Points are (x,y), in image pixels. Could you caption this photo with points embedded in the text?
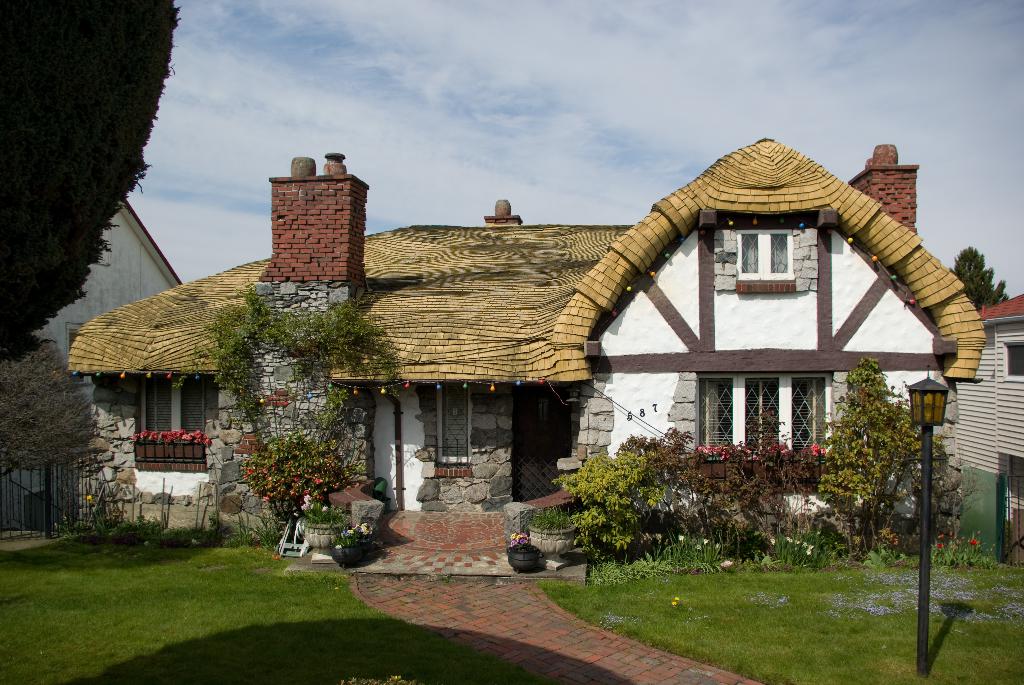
In this image we can see a building (203,293) with windows (448,393). In front of the building (103,437) there are plants (726,504). Also there are pots (357,551) with plants (341,520). On the ground (200,595) there is grass (689,588). And there is a light pole (942,419). In the background (648,106) there is sky (483,112) with clouds (568,120). Also we can see few trees (40,311) and other buildings (972,390).
